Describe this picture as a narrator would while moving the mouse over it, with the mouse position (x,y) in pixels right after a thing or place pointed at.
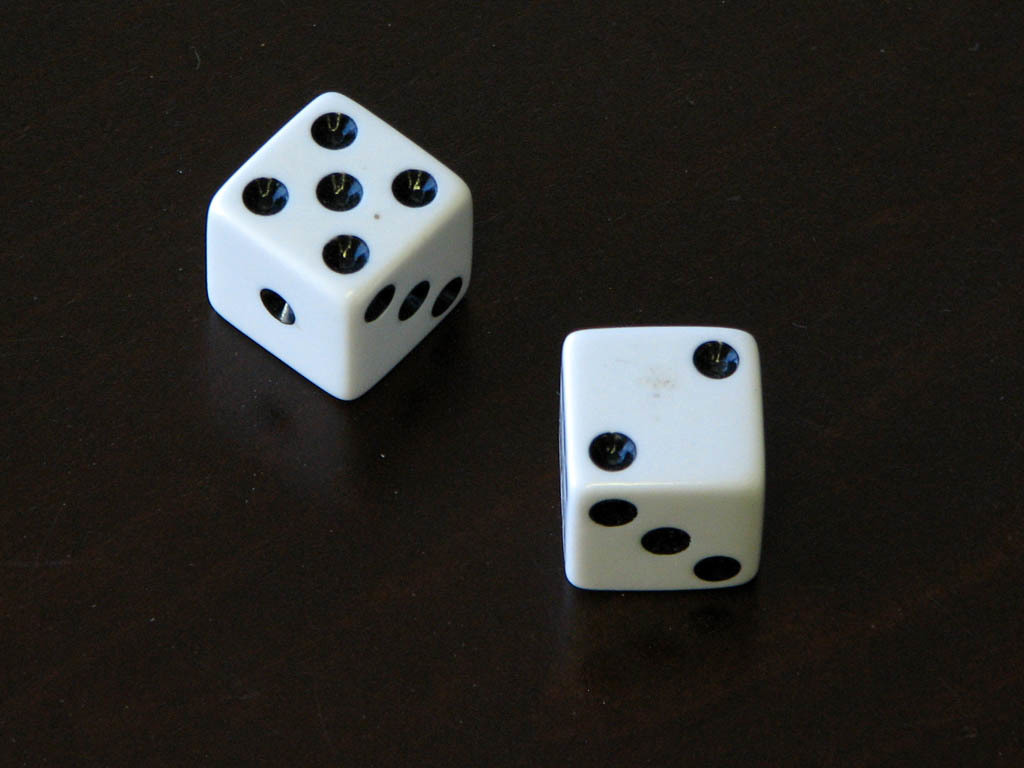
In this image I can see two dice (345,108) in white and black color and I can see the black color background (476,572).
